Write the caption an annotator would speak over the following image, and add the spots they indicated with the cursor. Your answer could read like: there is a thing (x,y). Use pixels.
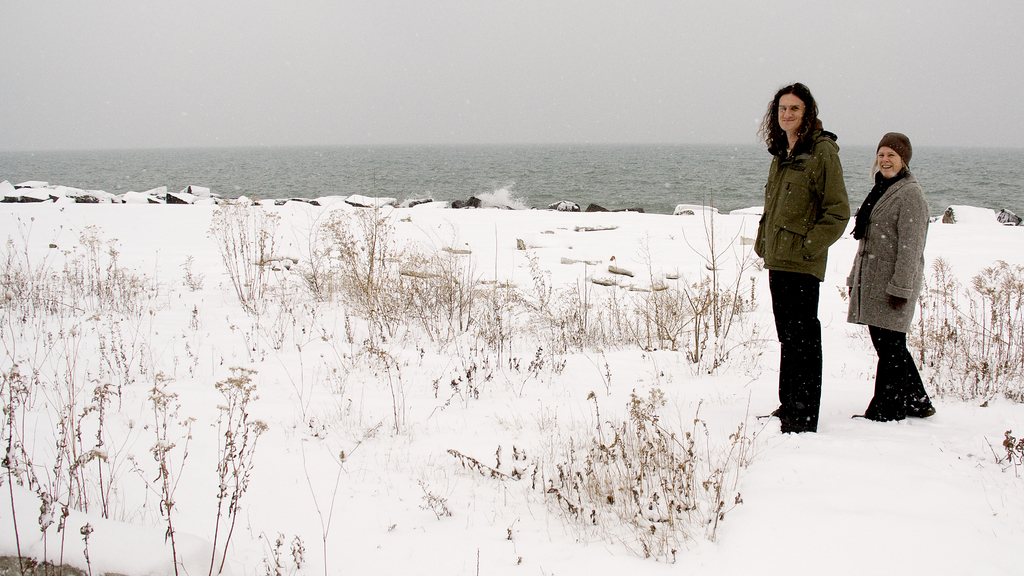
In this image we can see two people (818,294) standing. At the bottom (222,504) there is snow (346,469) and we can see plants (235,446). In the background (387,174) there is water (458,174) and we can see the sky (524,81).
